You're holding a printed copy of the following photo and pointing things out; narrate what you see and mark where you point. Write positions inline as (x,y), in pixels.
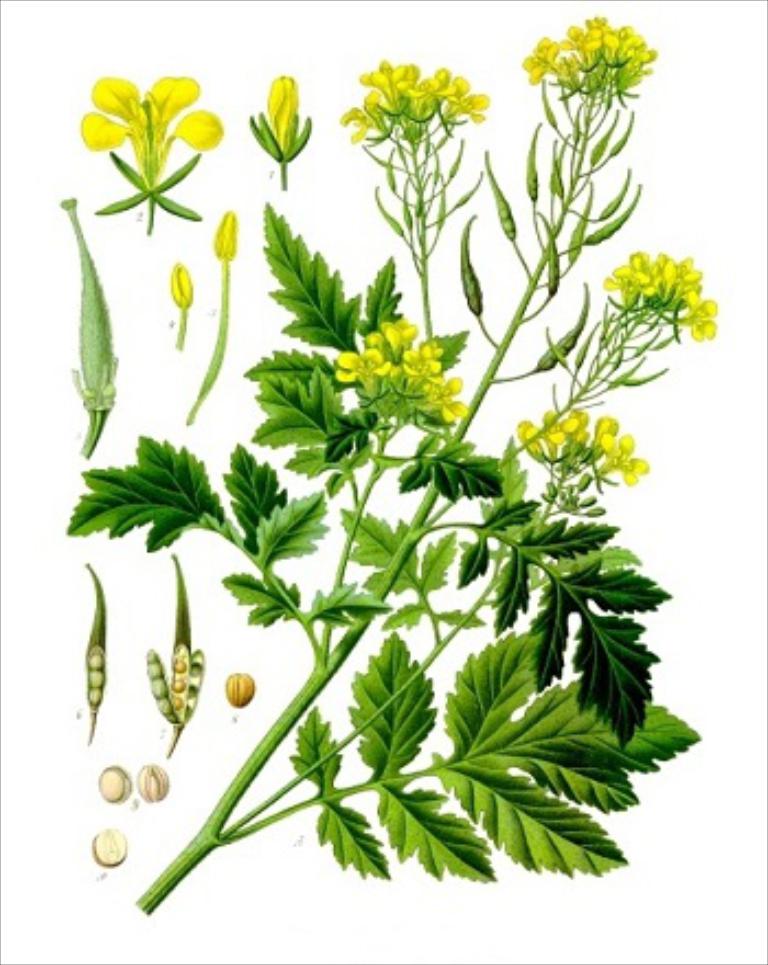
In this picture there is a picture of a plant (550,595) and there are pictures of flowers (414,381) and seeds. At the back (154,759) there is white background (52,222).
